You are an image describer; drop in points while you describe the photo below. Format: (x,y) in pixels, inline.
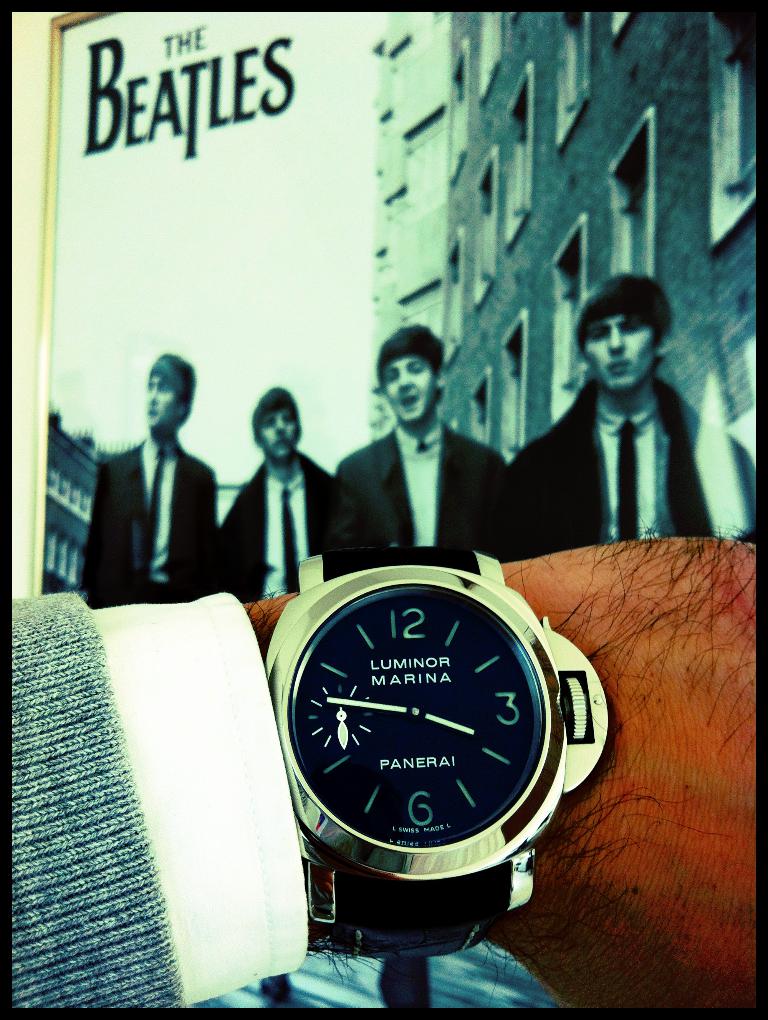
In this image there is a watch (428,711) which is on the hand (654,679). In the background (181,374) there is a photo frame (346,407) in which there are four boys (344,469). Behind them there are buildings (443,207).
